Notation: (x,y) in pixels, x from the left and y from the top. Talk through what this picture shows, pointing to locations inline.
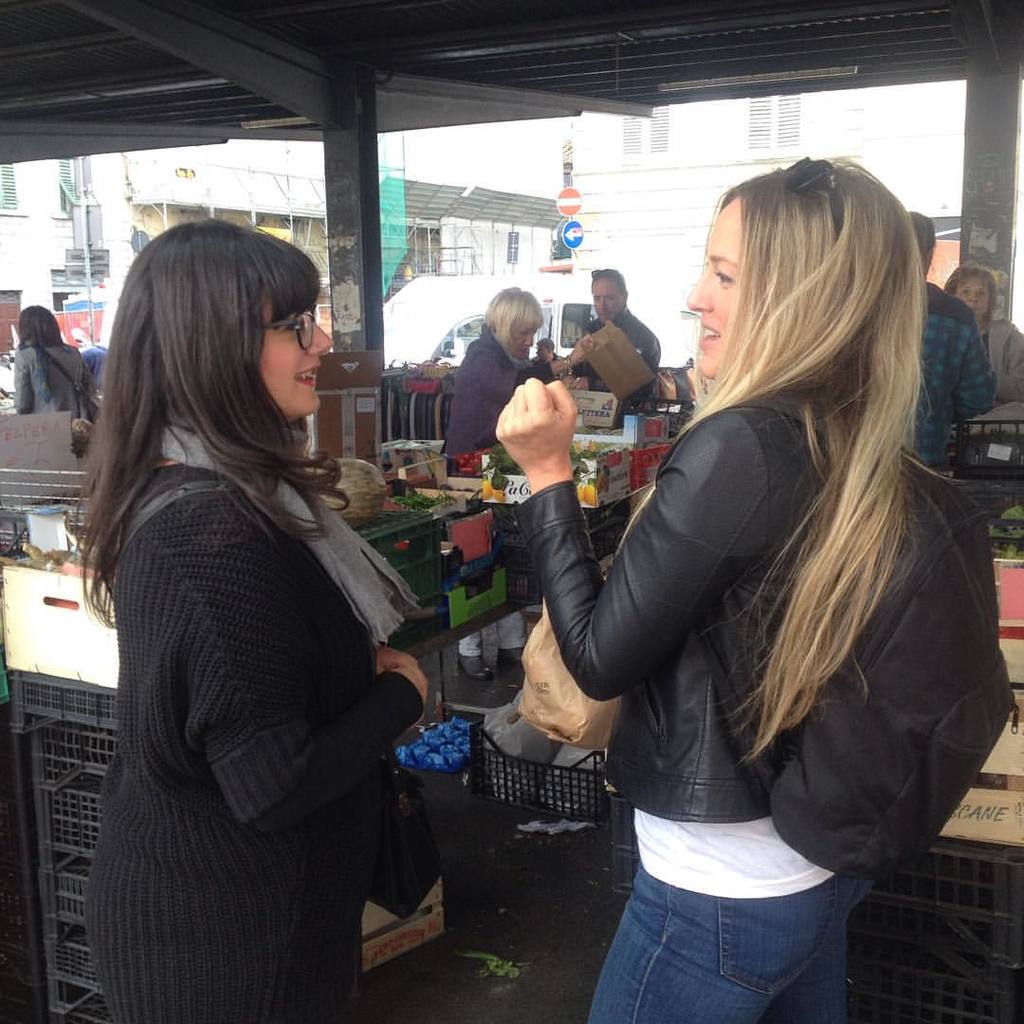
In this picture I can see two women's (798,675) are standing and talking and they are holding a cover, behind we can see few people (512,368) and some things (395,437) are placed under the roof (324,100), we can see some building (324,215) at background (516,229).
